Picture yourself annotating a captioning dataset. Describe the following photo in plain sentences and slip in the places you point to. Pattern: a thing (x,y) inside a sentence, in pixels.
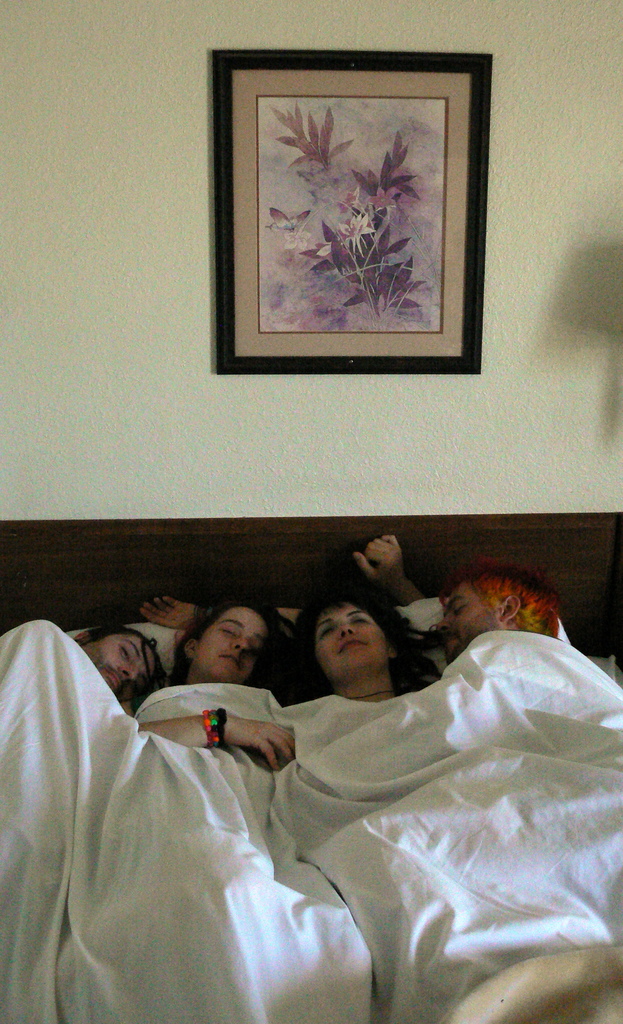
In this image we can see four people (295,619) lying on bed (585,617). They are having bed sheet (446,716) on them. In the back (275,407) there is a wall (185,413) with a frame (378,170). On that there is a painting (383,256).
